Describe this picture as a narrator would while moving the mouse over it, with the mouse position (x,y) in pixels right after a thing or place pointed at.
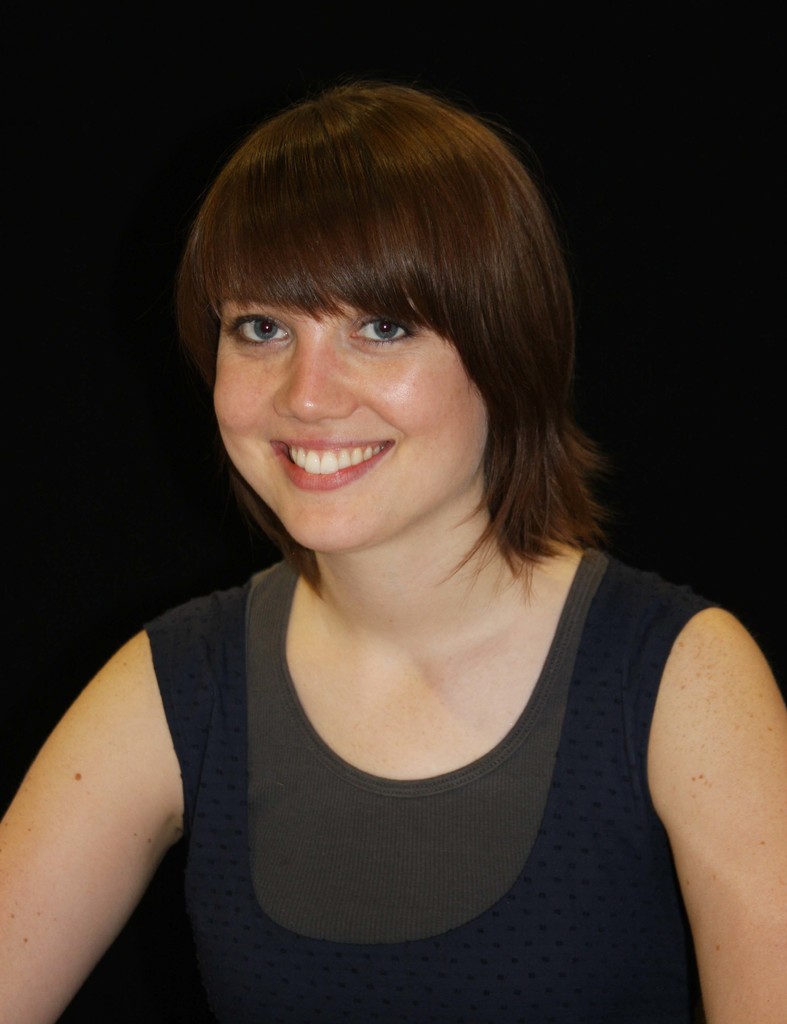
In this image we can see a woman (485,641) smiling and the background (623,319) is dark.
